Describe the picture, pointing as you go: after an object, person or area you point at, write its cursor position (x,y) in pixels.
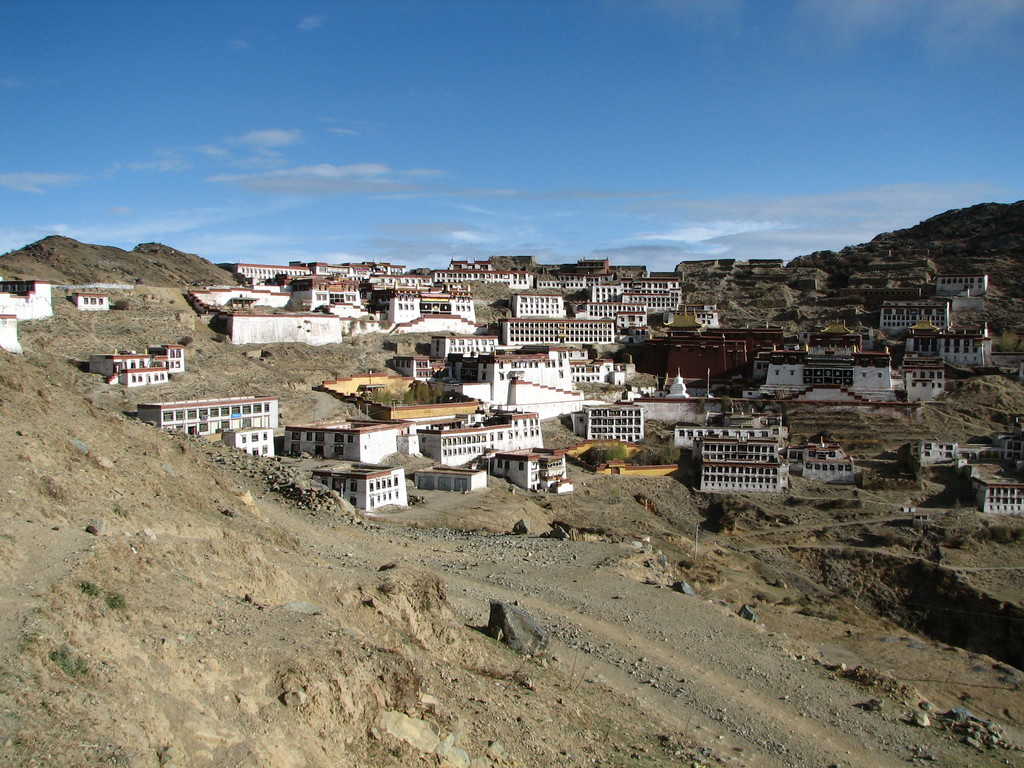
In this image I can see number of buildings (995,471). In the background (831,169) I can see clouds (681,234) and the sky (613,196) and in the front (699,588) I can see few stones (681,592) on the ground (604,604).
